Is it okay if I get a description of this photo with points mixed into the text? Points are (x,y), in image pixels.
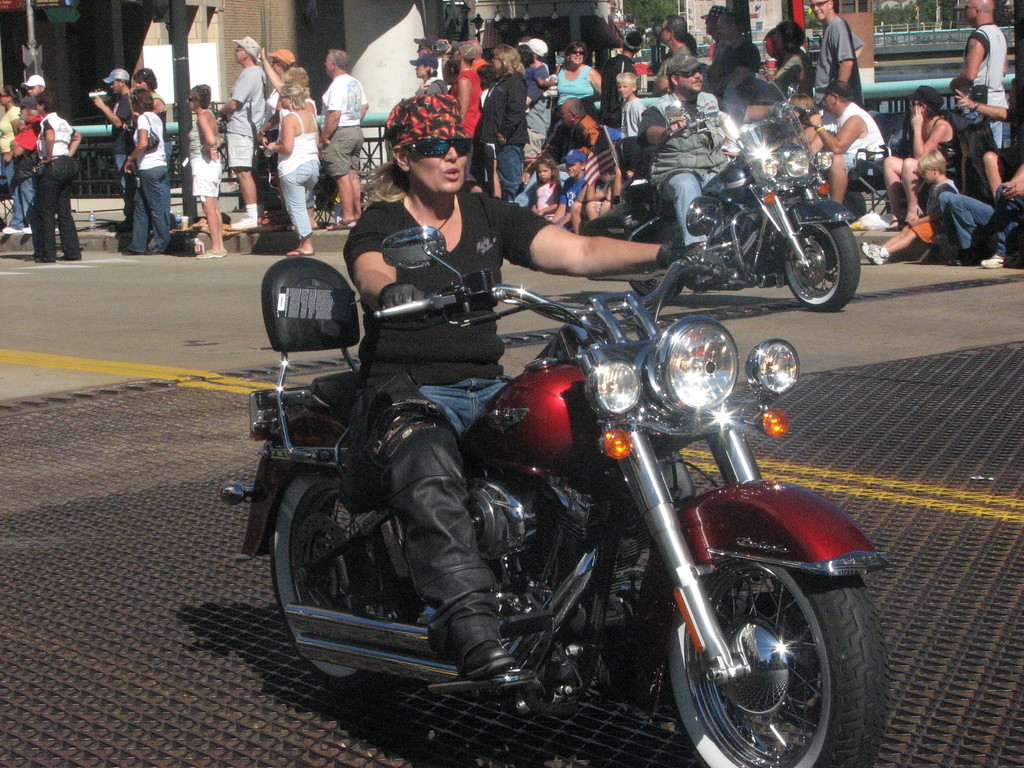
In this picture we can see two people (449,533) sitting on motorcycles (753,405) on the ground (992,427) and in the background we can see a group of people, trees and some objects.
